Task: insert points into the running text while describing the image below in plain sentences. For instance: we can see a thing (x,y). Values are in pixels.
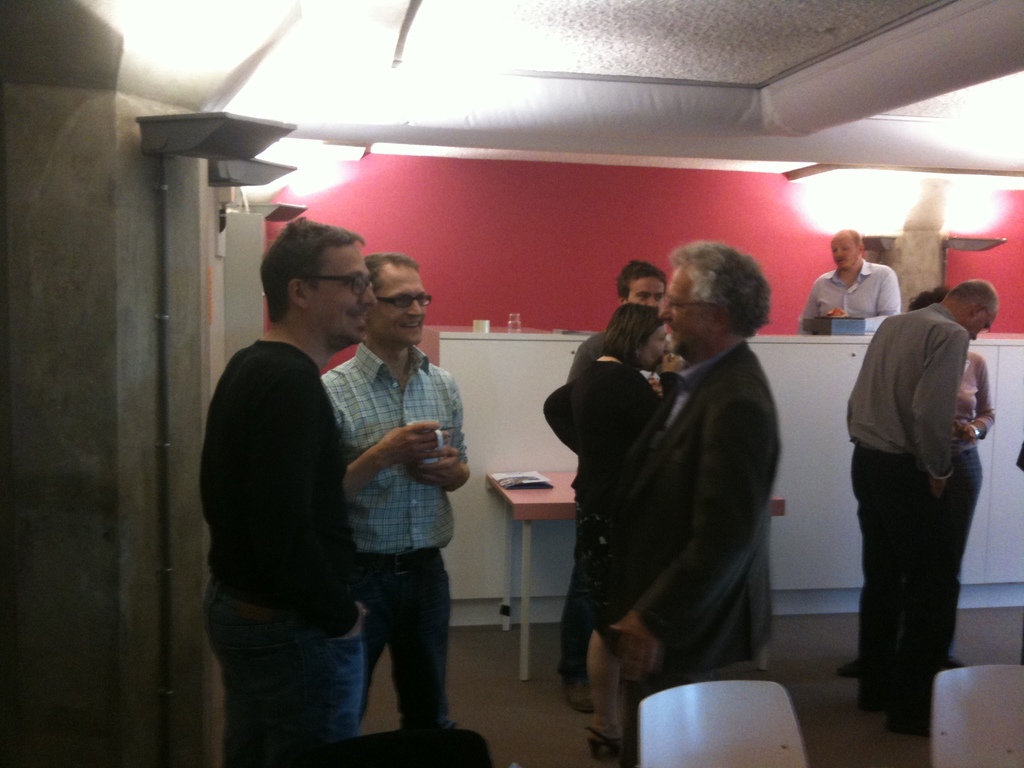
This picture is clicked inside the room (796,522). In the center (391,367) we can see the group of persons (742,366) standing on the floor (553,636) and we can see there are some objects (501,474) placed on the top of the tables (507,491). In the background (626,218) we can see the wall (387,199), lights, pillars (200,273). At the top (679,52) there is a roof (575,26). In the foreground (977,695) we can see the objects (984,732) seems to be the chairs (1016,708).
